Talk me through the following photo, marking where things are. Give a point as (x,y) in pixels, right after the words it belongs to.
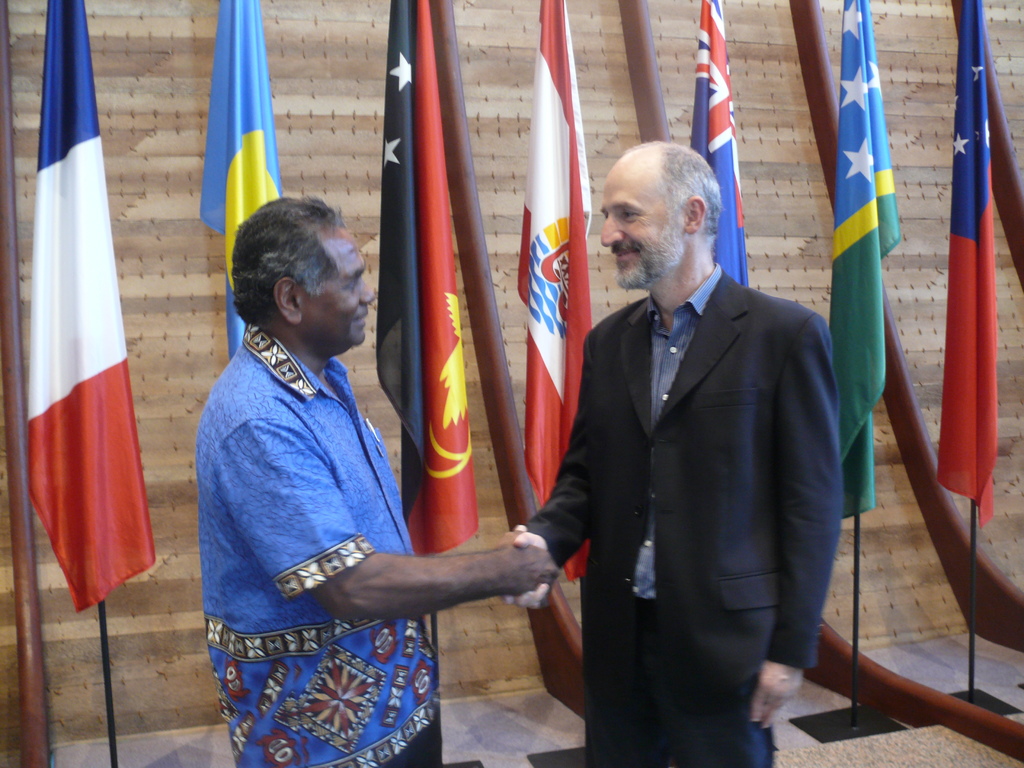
This image is taken indoors. In the background (316,82) there is a wall (165,143). There are many flags (59,222). In the middle of the image (343,438) two men (334,672) are standing and they are greeting each other. They are with smiling faces (626,207).
